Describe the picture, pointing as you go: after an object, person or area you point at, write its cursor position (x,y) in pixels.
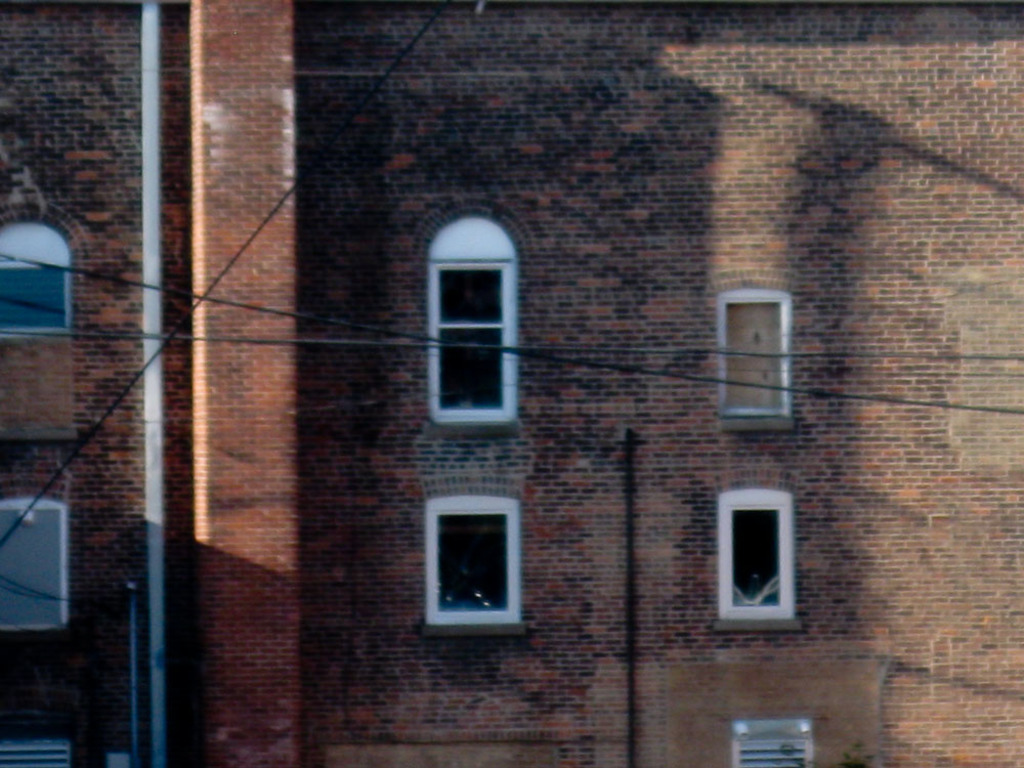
In this image we can able to see a building (380,357), there are some windows (787,392), we can also see a pipe (136,741) and some wires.
